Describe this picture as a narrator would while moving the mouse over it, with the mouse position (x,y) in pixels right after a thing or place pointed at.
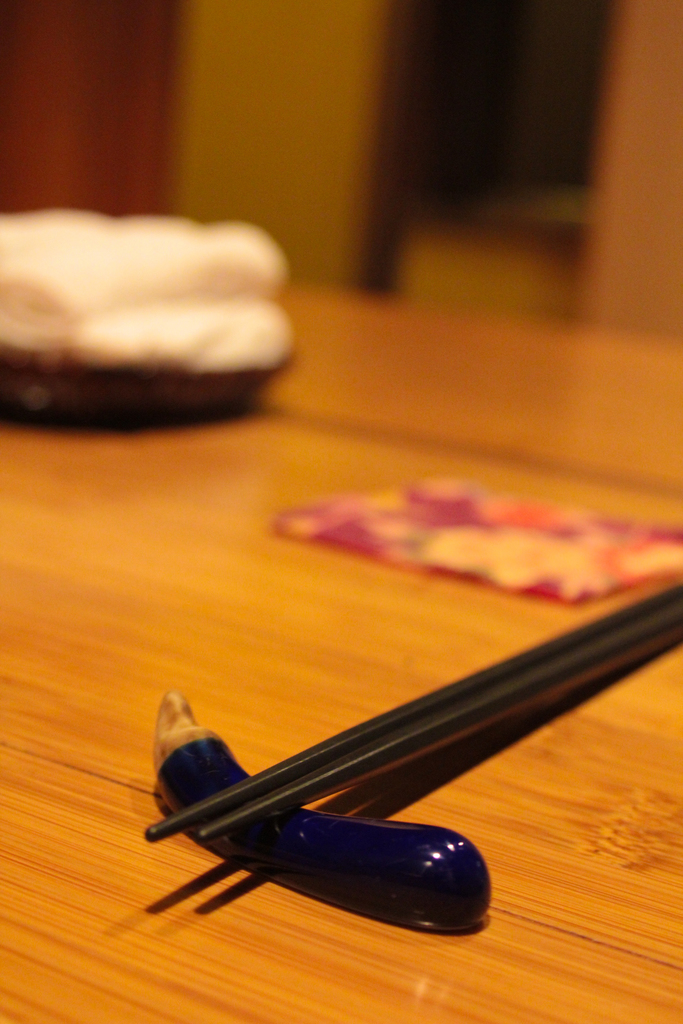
This is a table (121,971). On the table (371,482) there are chopsticks (385,725) and a plate (86,416).
